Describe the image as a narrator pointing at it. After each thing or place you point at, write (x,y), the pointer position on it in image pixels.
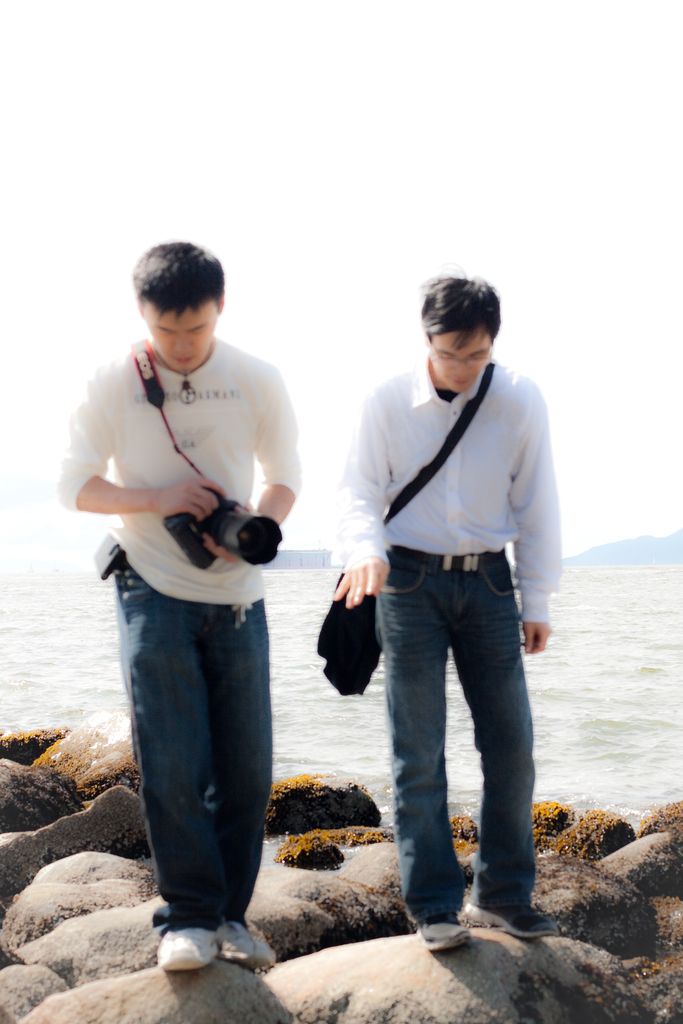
In this image we can see two persons (195,625) standing on the rocks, among them one person (208,631) is holding a camera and the other person (474,611) is carrying a bag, there are some rocks (261,903), water (564,618) and mountains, in the background (625,510) we can see the sky (285,225).
